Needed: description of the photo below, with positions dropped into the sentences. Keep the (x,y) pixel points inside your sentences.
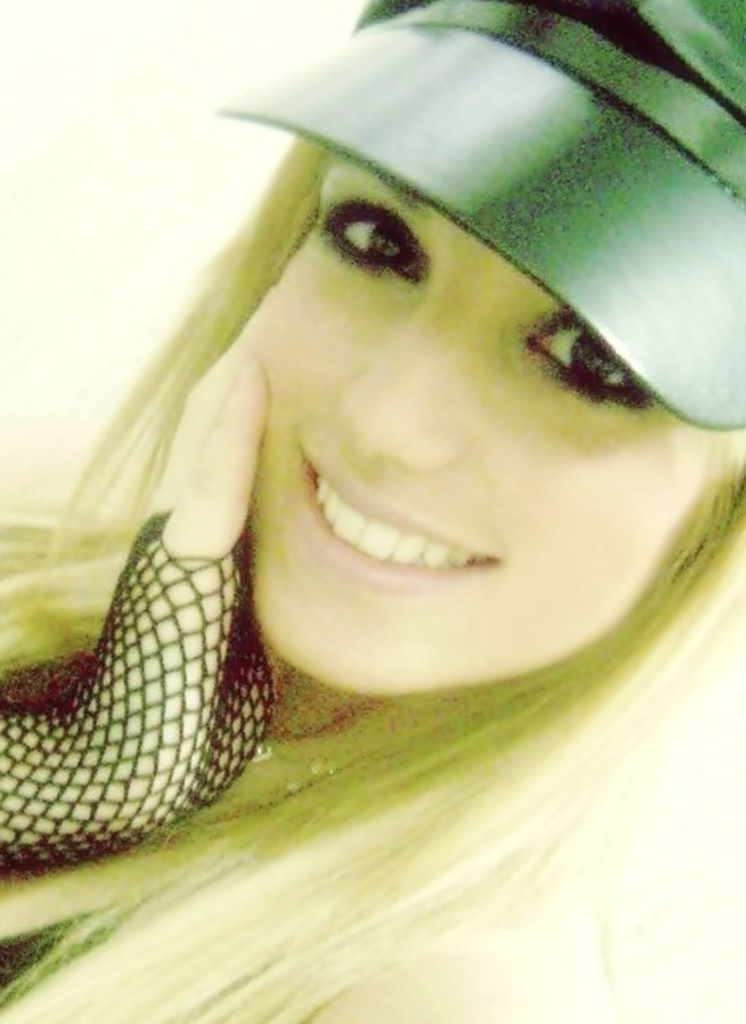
There is a woman (252,958) smiling and wore cap (526,91).
